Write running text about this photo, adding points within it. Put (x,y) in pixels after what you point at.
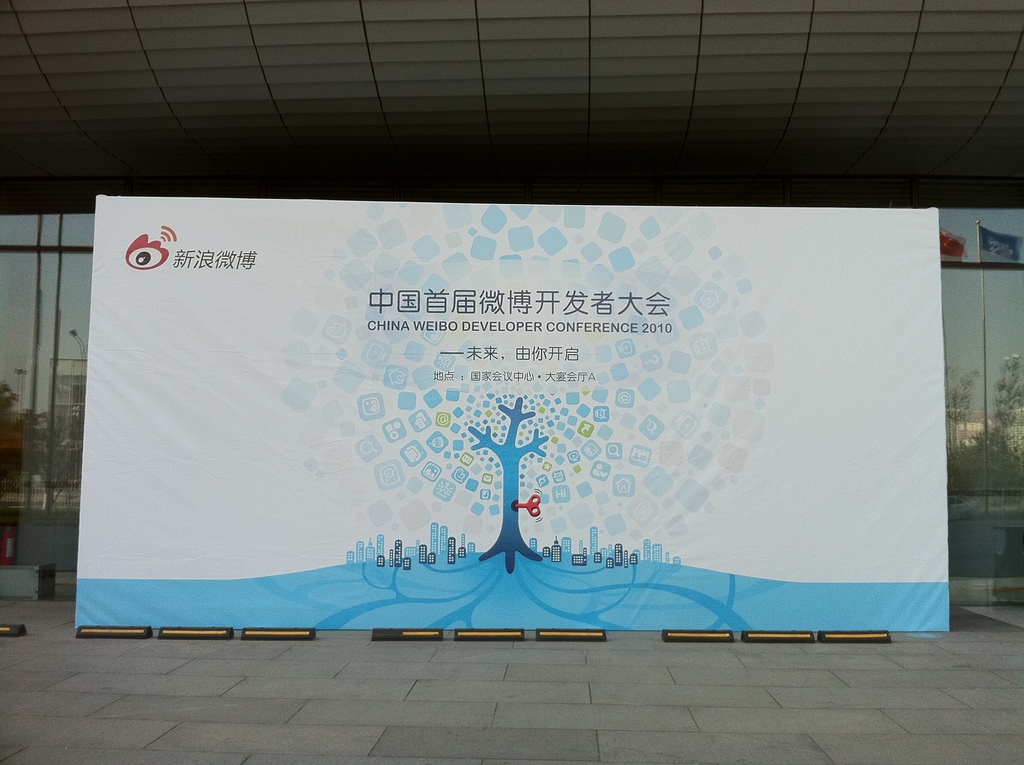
In this picture I can observe a flex (337,319) which is in white color. I can observe some text (466,309) in the flex (432,313). In the background (57,289) there is a glass wall (45,382).
